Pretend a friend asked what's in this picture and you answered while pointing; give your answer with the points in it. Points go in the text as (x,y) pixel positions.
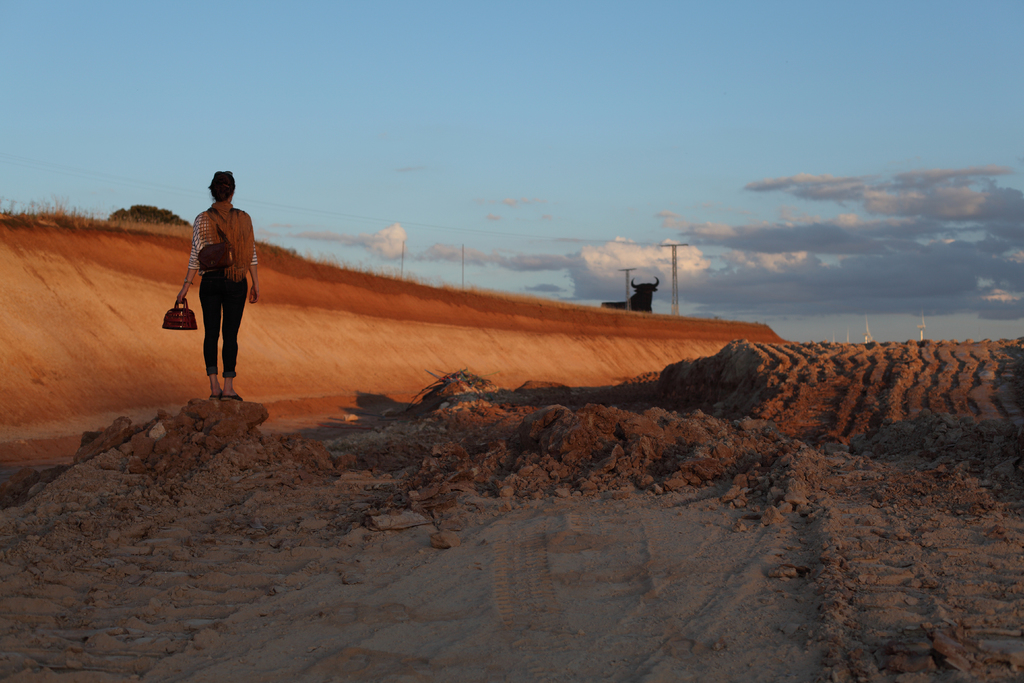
In this image there is the sky (594,119) towards the top of the image (576,123), there are clouds (813,190) in the sky (820,202), there are poles (675,274), there are wires (438,225), there is an animal (646,289), there is soil (546,449), there is a woman (231,238) standing, she is holding an object (181,312), there is grass (60,218) towards the left of the image (65,209).
